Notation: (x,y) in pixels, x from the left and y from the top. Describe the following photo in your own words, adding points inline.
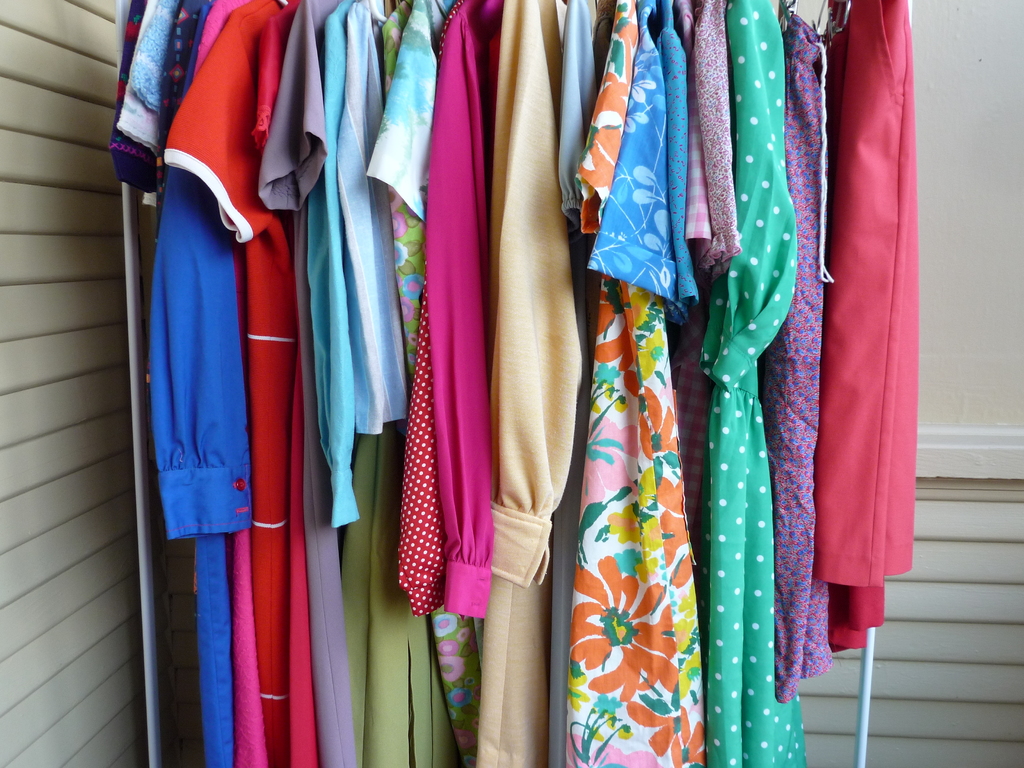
This image is taken indoors. In the background (950,322) there is a wall (978,578). In the middle of the image (366,492) there are a few clothes (438,595) on the hanger (133,221).
